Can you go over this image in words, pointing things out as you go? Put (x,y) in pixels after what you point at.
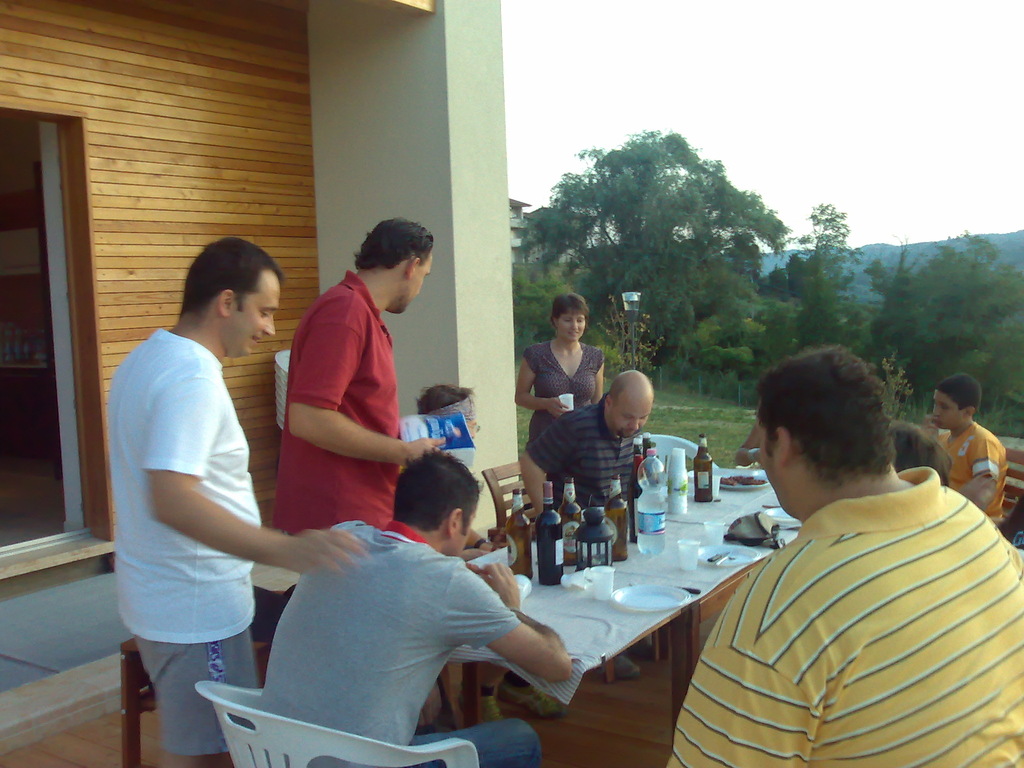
In this image I can see number of people (282,550) where few of them are standing and rest all are sitting. Here on this table (581,608) I can see few bottles (551,572), plates (661,591) and napkins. In the background (617,214) I can see number of trees (586,216) and building (285,199).
